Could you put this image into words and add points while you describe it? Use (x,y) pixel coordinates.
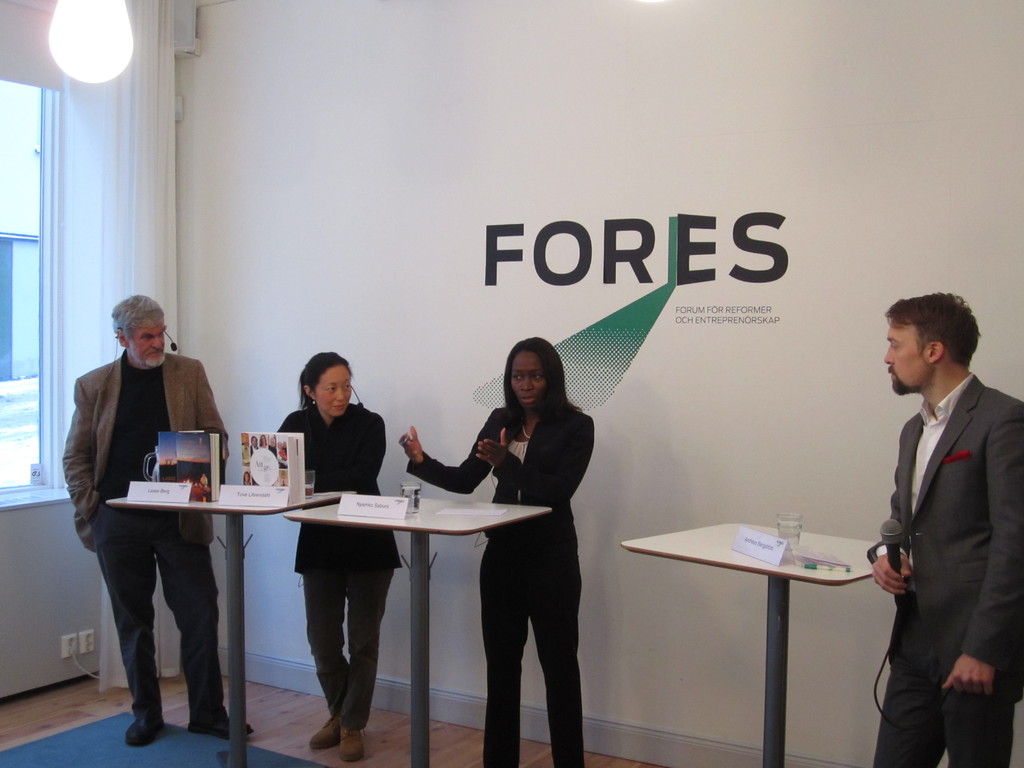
There are four people (314,381) standing, each of them have table (825,540) in front of them and the man (927,545) in the right side (926,501) is holding a microphone (897,552) in his hand (883,560) and there is a glass of water (793,527) on his table (719,540) and behind them there is a wall (610,282) written as fores and at the top left (124,50) there is a light (105,35) at the middle of the left there is a window (2,442) and the lady (524,411) standing in the middle (446,468) is speaking something.
